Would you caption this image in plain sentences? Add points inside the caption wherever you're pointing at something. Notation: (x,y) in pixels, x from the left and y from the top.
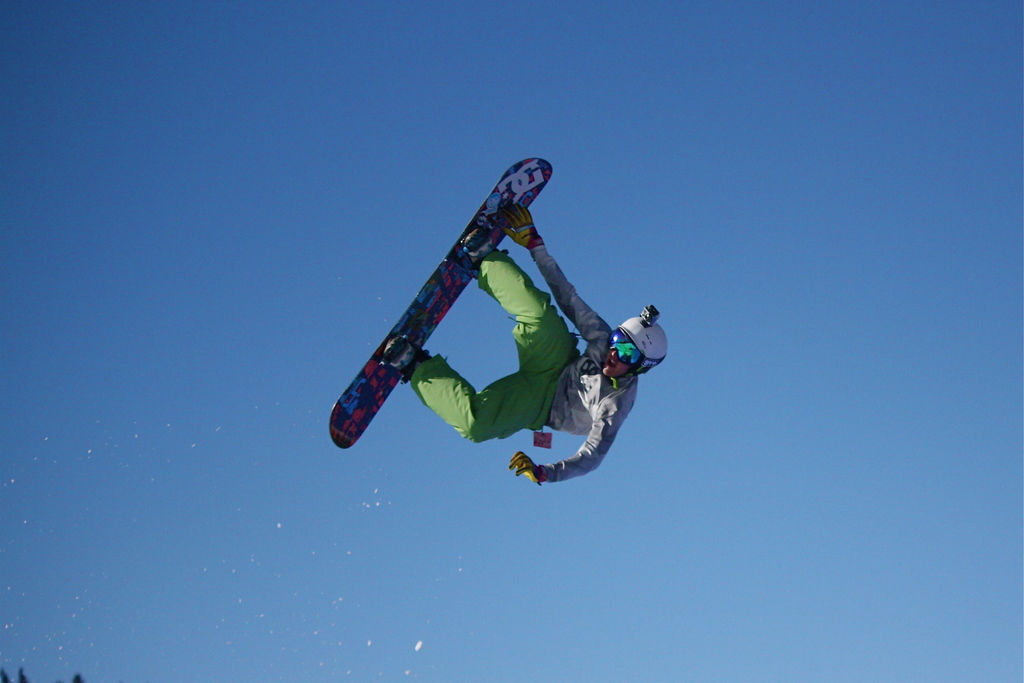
In this picture we can see a man (627,383) wore a helmet (645,330), goggles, gloves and standing on a snowboard (530,182) and he is in the air and in the background (633,489) we can see the sky (502,566).
